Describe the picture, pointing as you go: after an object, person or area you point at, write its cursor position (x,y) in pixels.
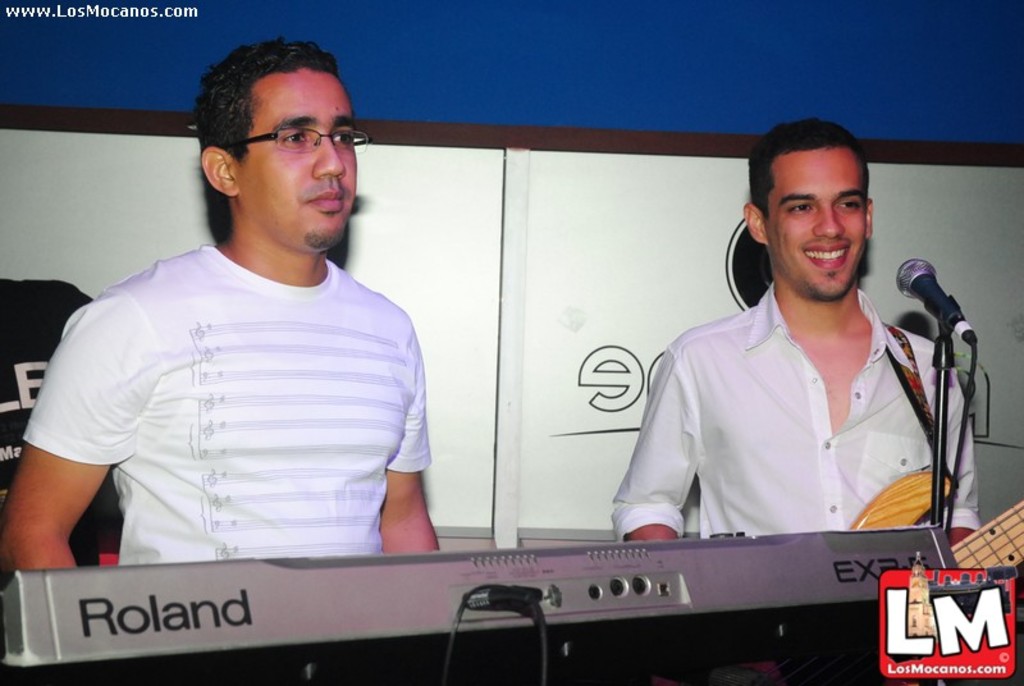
In the foreground of the picture (445,583) we can see people (844,415), mic (947,310), stand (936,516), cable (506,607), guitar (923,486) and a keyboard (322,581). In the background (146,193) we can see wall (571,148), bag (59,326) and other objects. At the top left corner (149,12) there is text (136,11). At the bottom right corner (934,583) we can see a logo (979,623).
